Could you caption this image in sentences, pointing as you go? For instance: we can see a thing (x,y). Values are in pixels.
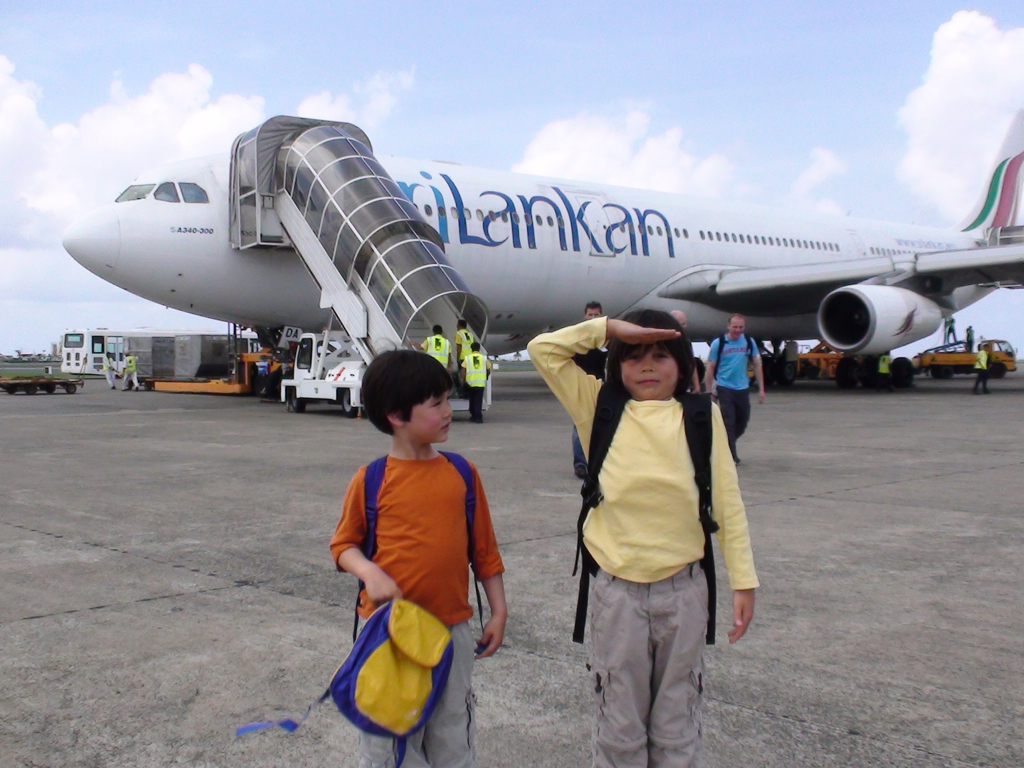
In this image, I can see few people (563,393) standing and few people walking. There are vehicles (948,365) and an airplane (258,260) with passenger steps (371,259) on the runway (215,466). In the background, there is the sky (396,116).
